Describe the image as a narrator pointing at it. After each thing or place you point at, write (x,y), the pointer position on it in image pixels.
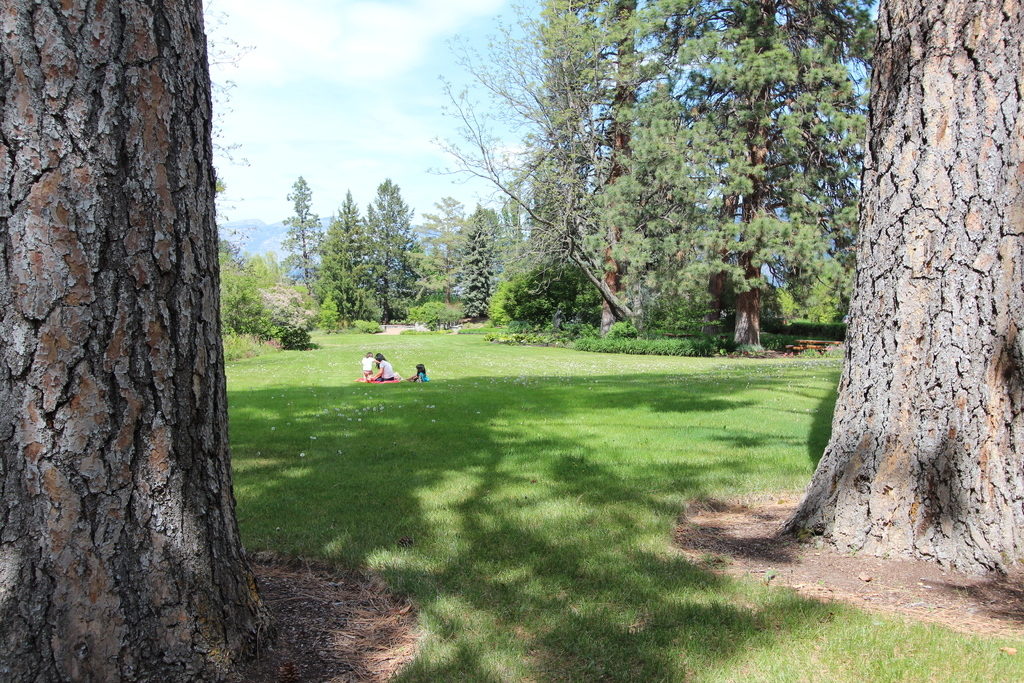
In this image I can see few trees (772,298) and few people (369,378) are sitting on the ground (351,426). The sky (378,123) is in blue and white color.
